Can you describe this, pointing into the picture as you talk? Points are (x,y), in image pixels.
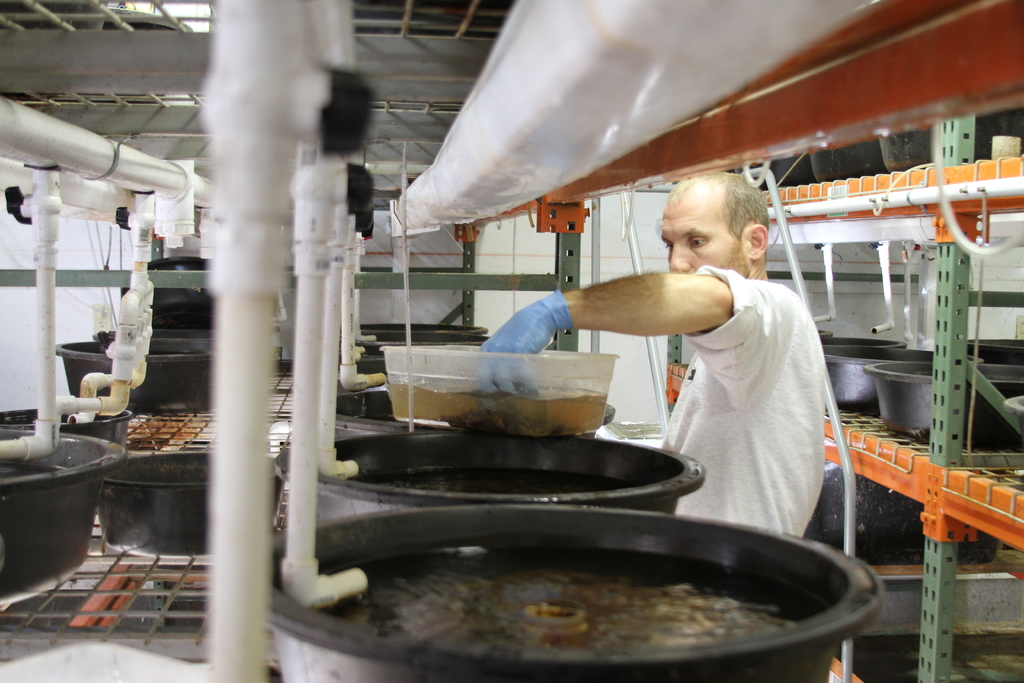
The image is taken might be in a lab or other place. In this picture there are pipes (217,468), racks (1002,298), plastic bowls (333,522), water (435,469), mesh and a person (727,389) wearing white dress (714,445). In the background (656,235) it is wall (652,253).
